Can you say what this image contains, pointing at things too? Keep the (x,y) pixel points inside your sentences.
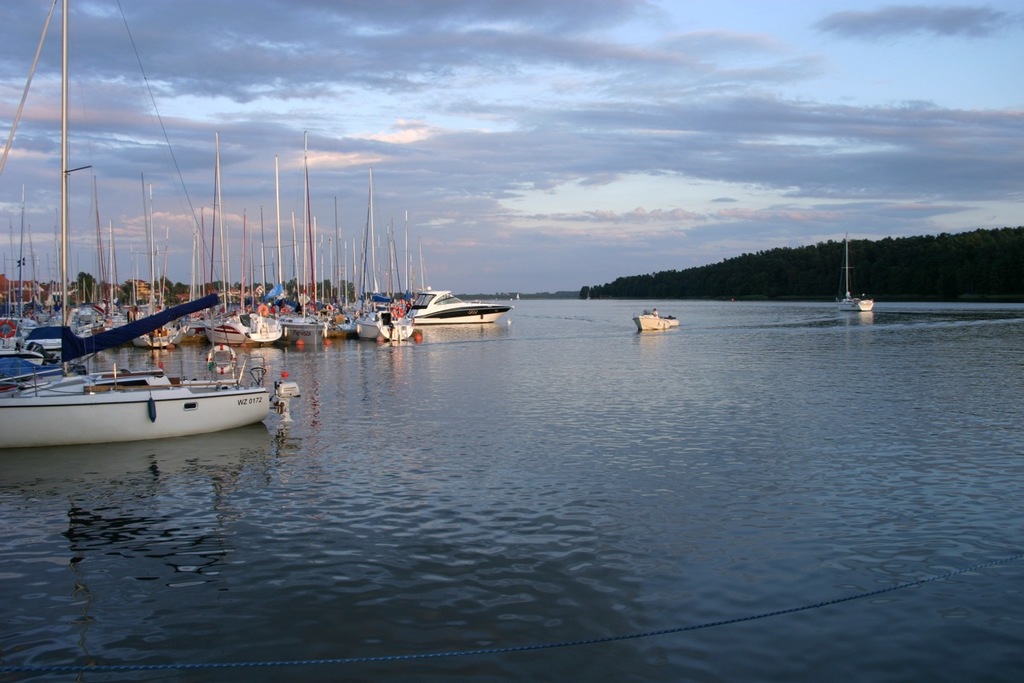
In this image there is the sky (609,104) towards the top of the image (641,94), there are clouds (560,91) in the sky (603,95), there are trees (869,251) towards the right of the image (888,253), there is water (500,592) towards the bottom of the image (428,576), there are boats (209,339) towards the left of the image (228,321).
